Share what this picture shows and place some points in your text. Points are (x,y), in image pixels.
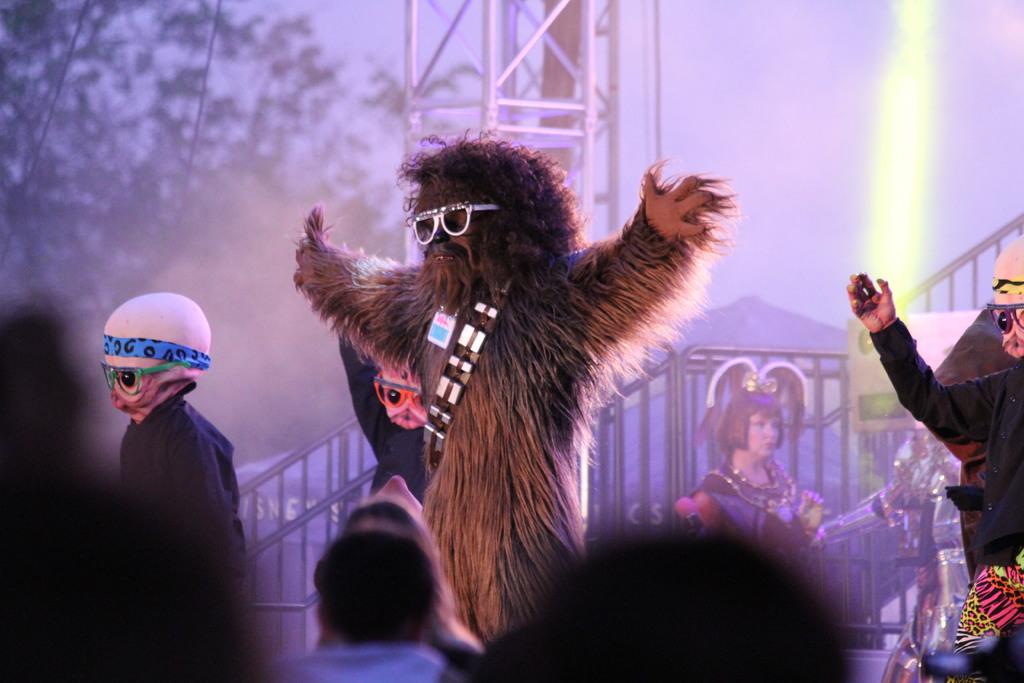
In the image in the center (436,279), we can see a few people (633,324) are standing and they are in different costumes (994,322). In the bottom of the image (116,607), we can see a few people (740,623). In the background (477,127) there is a pole type structure (488,119). In the background (118,125), we can see trees (116,153), fences (304,459) and one person (738,392).
